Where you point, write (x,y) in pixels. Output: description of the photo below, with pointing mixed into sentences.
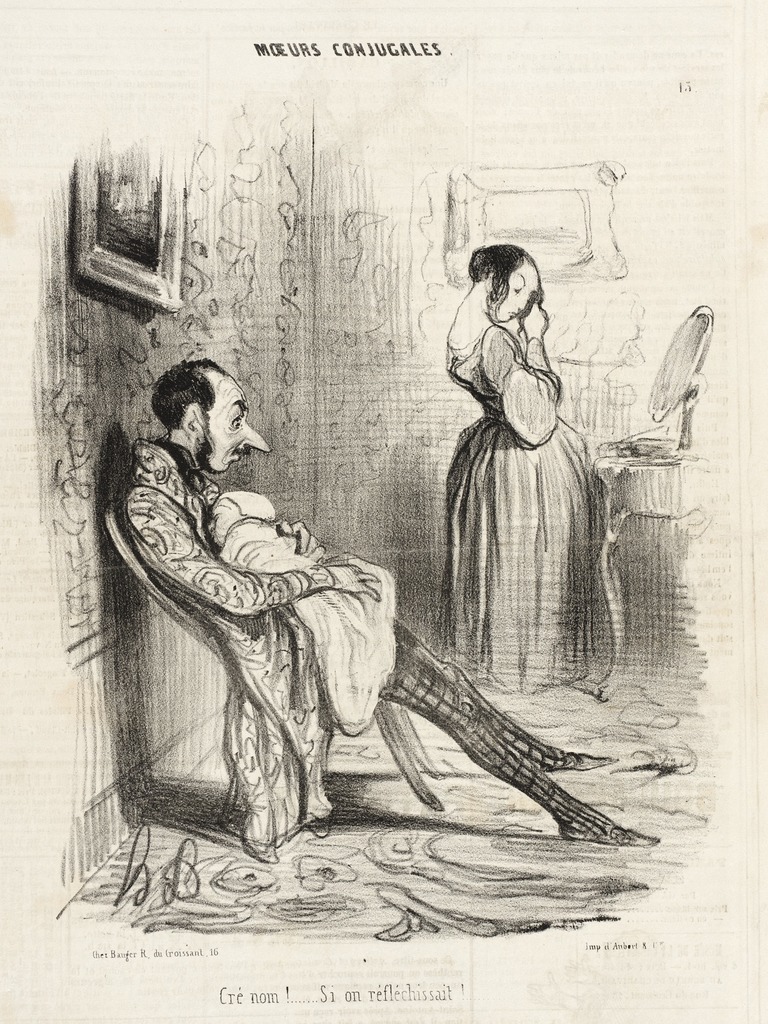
It is a poster (236,471). In this image there is a depiction of a person (279,683) sitting on the chair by holding the baby (300,549). Beside him there is another person (511,432) standing in front of the mirror (681,433). In the background of the image (415,282) there are photo frames (475,199) on the wall (280,267). There is some text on the image.
